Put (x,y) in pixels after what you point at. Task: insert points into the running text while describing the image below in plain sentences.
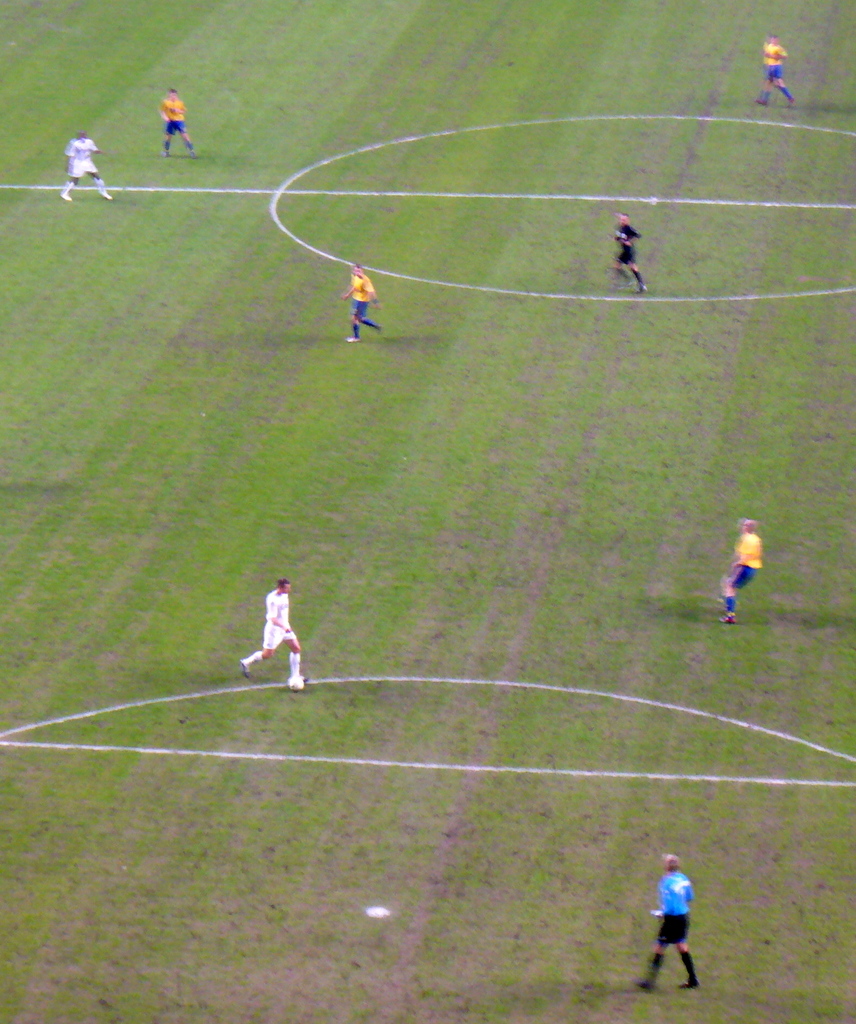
In this picture I can see group of people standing on the ground (571,330).
